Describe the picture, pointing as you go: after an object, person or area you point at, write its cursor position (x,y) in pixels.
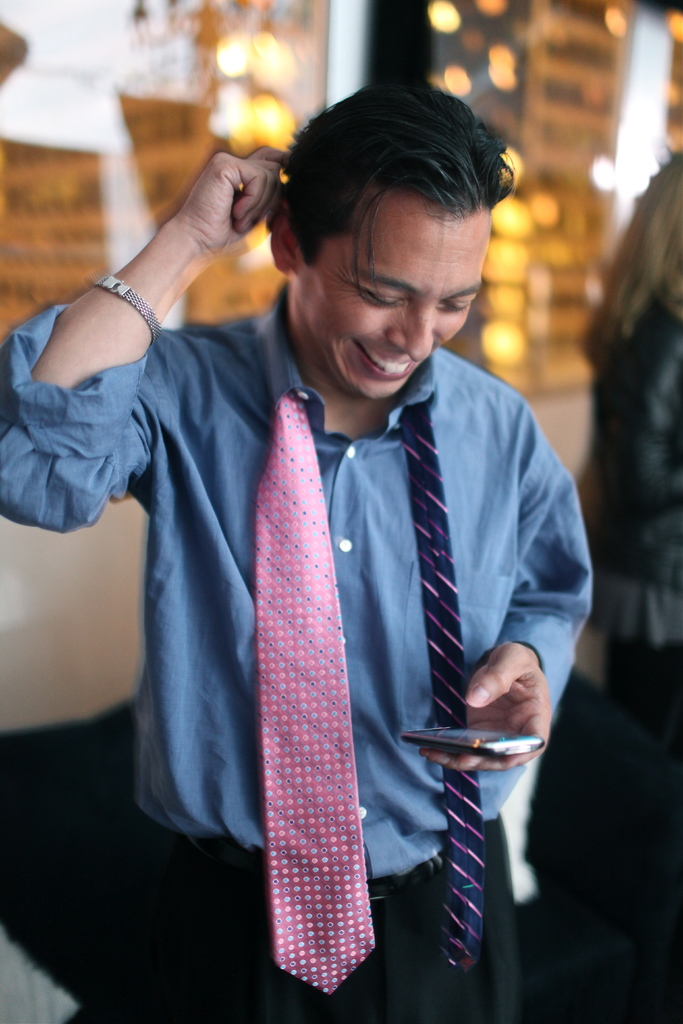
In this image we can see a man (469,685) holding the mobile phone (483,735) and standing and also smiling. In the background (682,298), we can see a woman (617,423) on the right (623,414) and we can also see the lights (496,260) and some part of the background (569,139) is unclear and blurred.
